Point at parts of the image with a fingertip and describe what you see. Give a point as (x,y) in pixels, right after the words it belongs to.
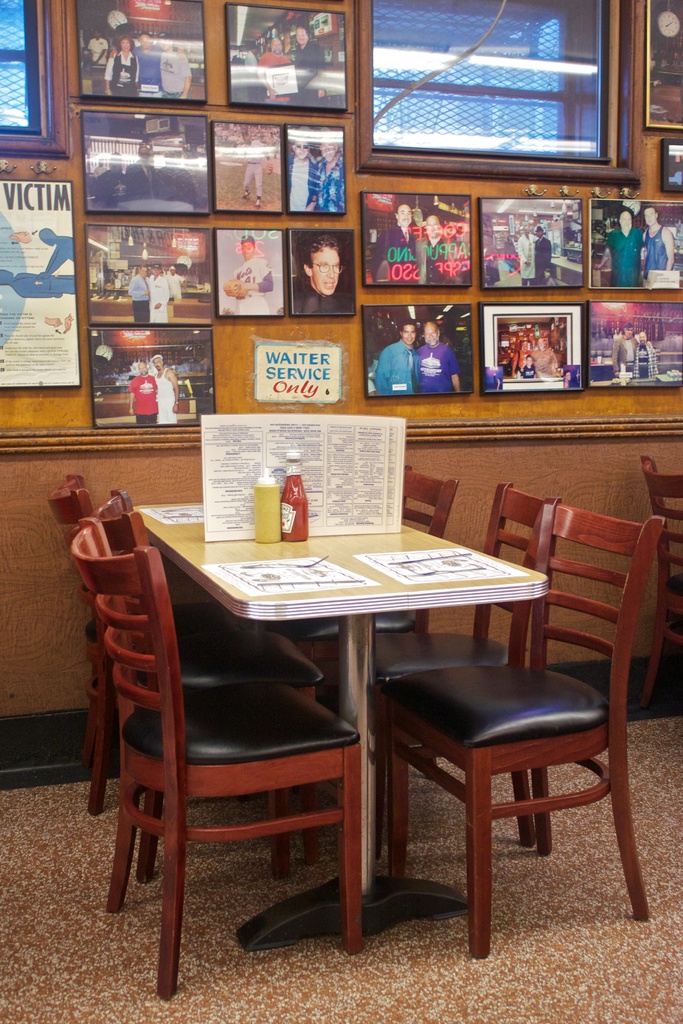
Here we can see that dining table (353,638) on the floor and some objects (325,518) on it, and here are chairs (593,639), and at side here is the wall (112,440) and photo frames (180,118) on it.
